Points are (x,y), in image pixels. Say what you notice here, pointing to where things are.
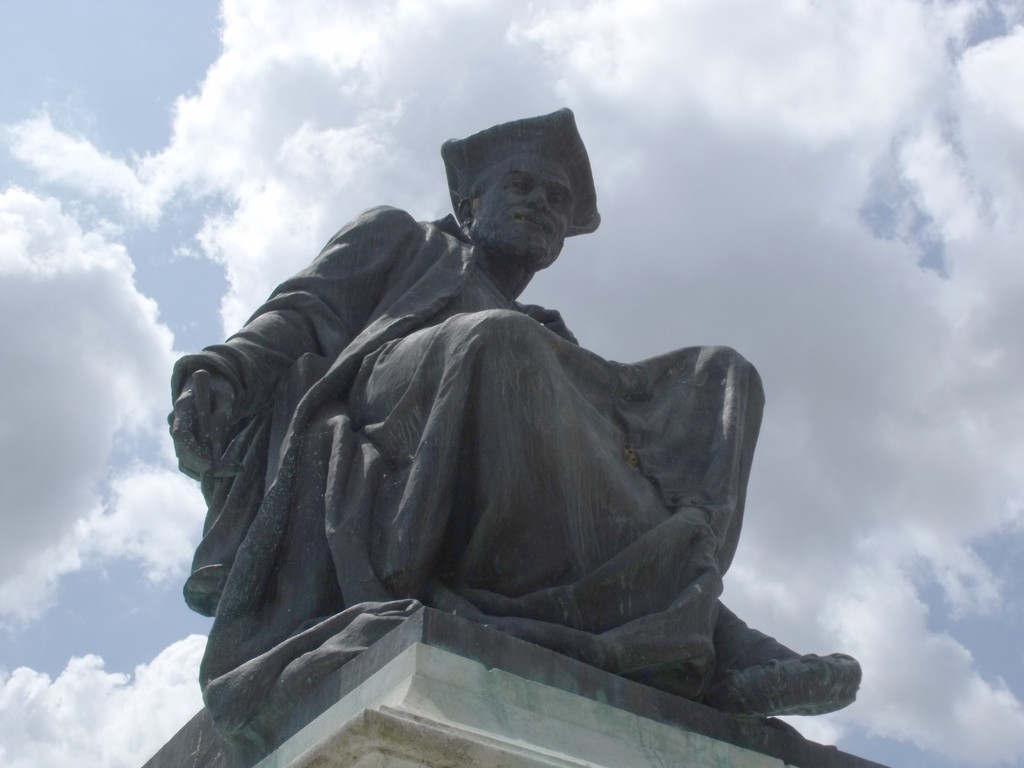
In this image we can see statue (533,621), pedestal (534,654) and sky (917,636) with clouds (831,397) in the background (917,636).
